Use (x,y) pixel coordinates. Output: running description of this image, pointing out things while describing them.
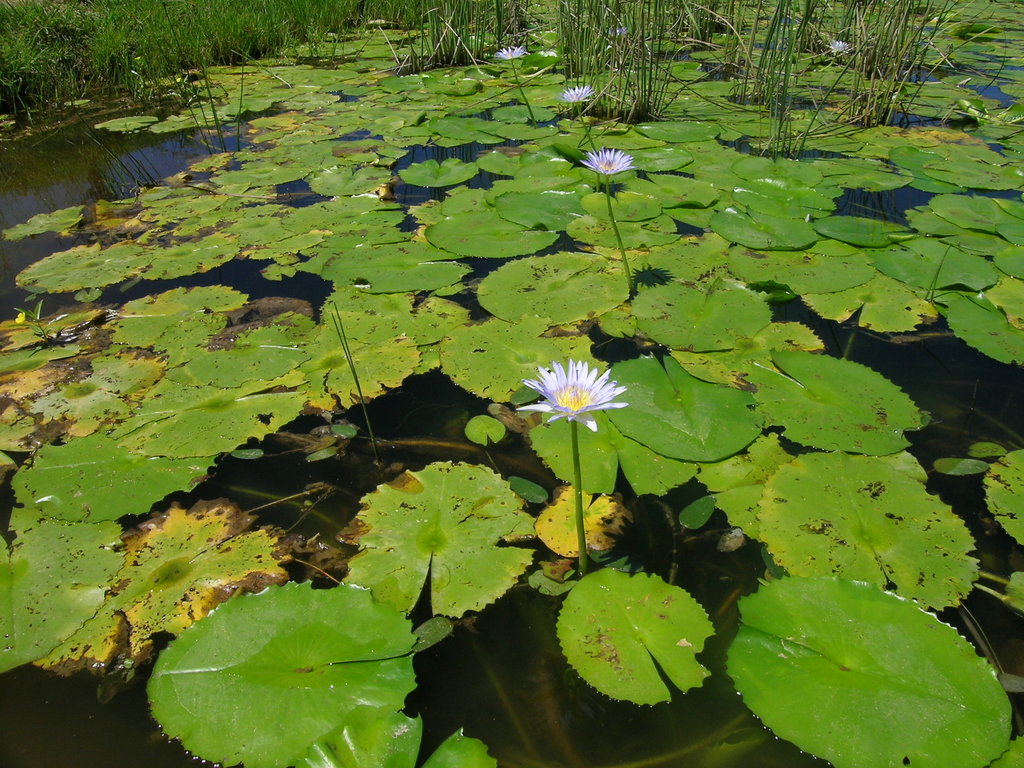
In this image I can see the plants (590,406) with flowers (543,372) in the water (526,456). These flowers (584,411) are in purple, white and yellow color. In the background (348,42) there are few more plants (322,53).
